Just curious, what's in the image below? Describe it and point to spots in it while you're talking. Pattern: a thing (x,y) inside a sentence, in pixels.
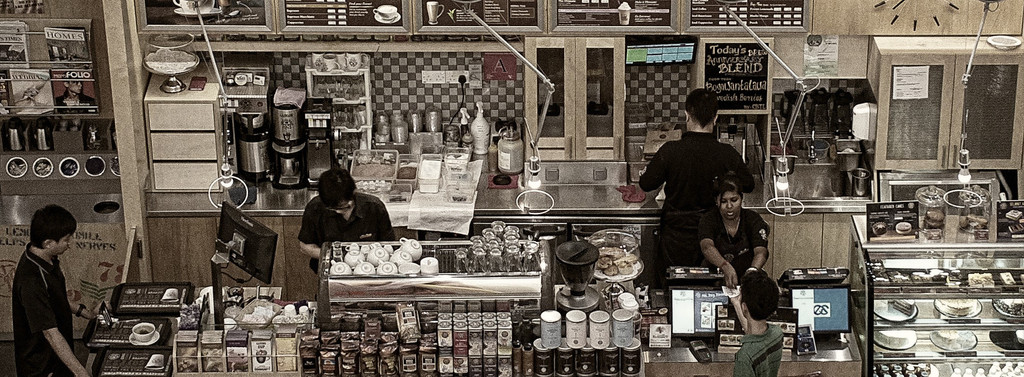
On the right side of the image (777,265) we can see persons (718,234), bill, counter (805,364), table (851,351), cakes (894,333) and pastries (902,310) arranged in shelves (926,335). On the left side of the image (260,336) we can see books (63,84), person's (66,305), food (301,342), boxes (264,348), glasses (470,261) and cups (376,264) arranged in shelves (326,246). In the background (255,112) we can see coffee machines (236,112), switch board (455,85), boxes (432,135), countertop (584,200), board (720,107), clock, hand sanitizer (859,114), sink (823,189), tap (808,153) and wall (402,93).
